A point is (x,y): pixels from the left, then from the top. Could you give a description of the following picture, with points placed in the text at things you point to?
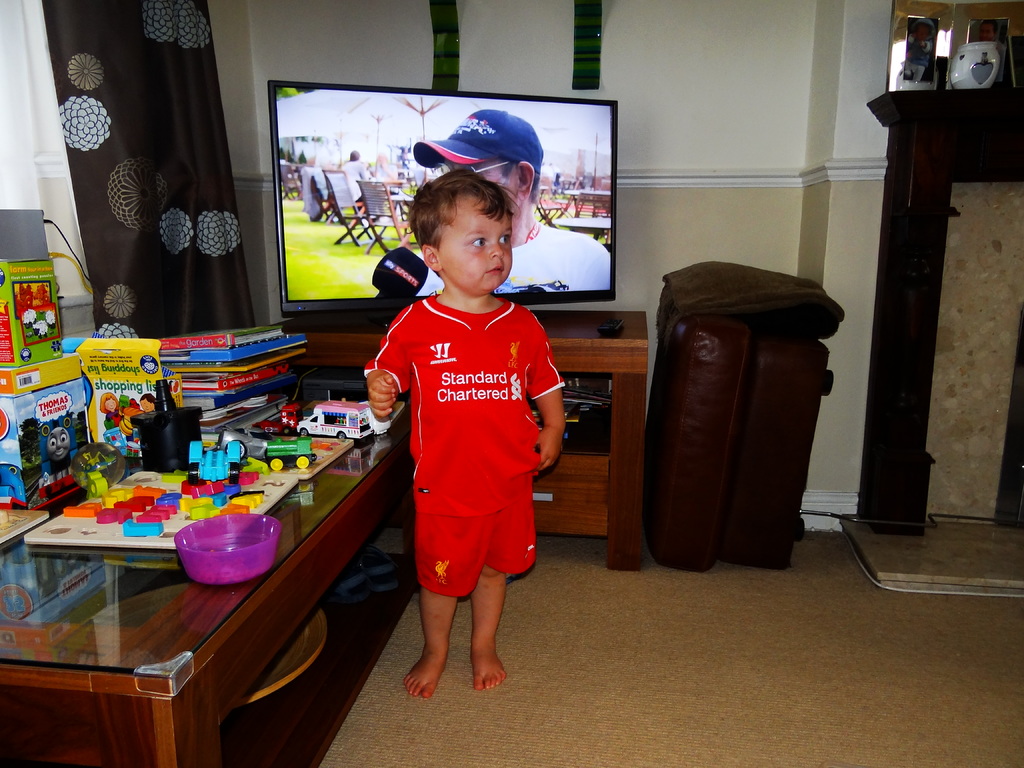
In this picture I can see the floor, on which I see a child (387,405) standing and I see that he is wearing red color jersey (494,422). On the left side of this image (332,676) I can see a table (34,570) on which there are many toys (340,410) and boxes (61,367). In the background (224,166) I can see the curtain (219,166), a TV (418,116), a brown color thing (717,347), few photo frames (899,52) and the wall (692,202).
